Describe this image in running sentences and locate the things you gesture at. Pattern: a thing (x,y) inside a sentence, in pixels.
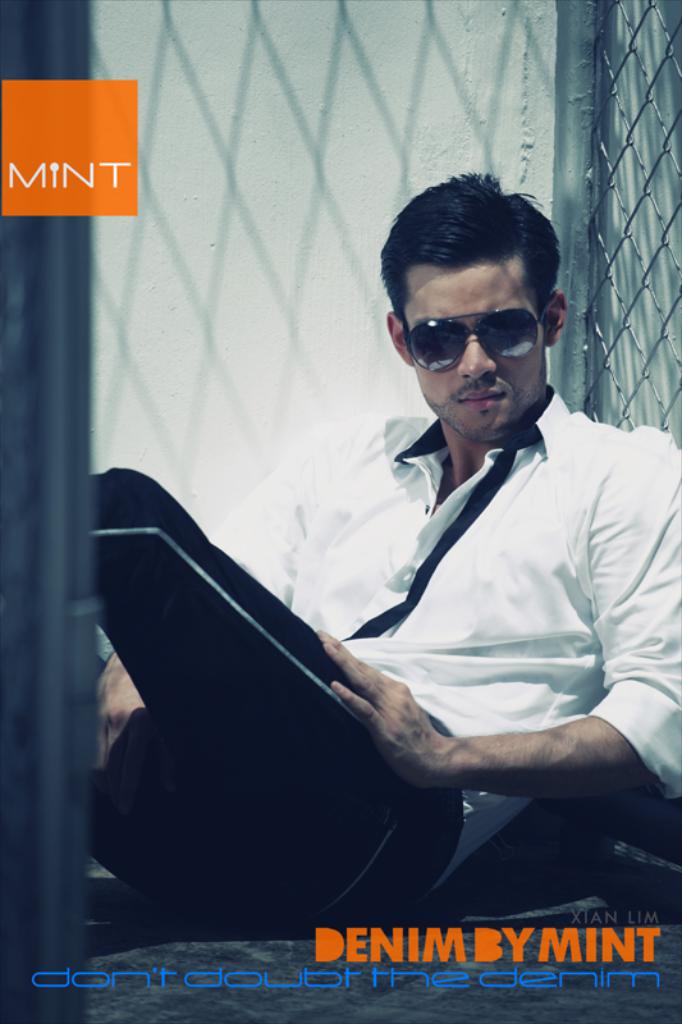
In this image we can see a man (470,719) is sitting on the floor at the fence (676,304), wall (345,245) and pole (581,112). On the left side (38,517) the image is blur but we can see an object (47,515) and text (14,188). At the bottom (509,962) there are texts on the image.
